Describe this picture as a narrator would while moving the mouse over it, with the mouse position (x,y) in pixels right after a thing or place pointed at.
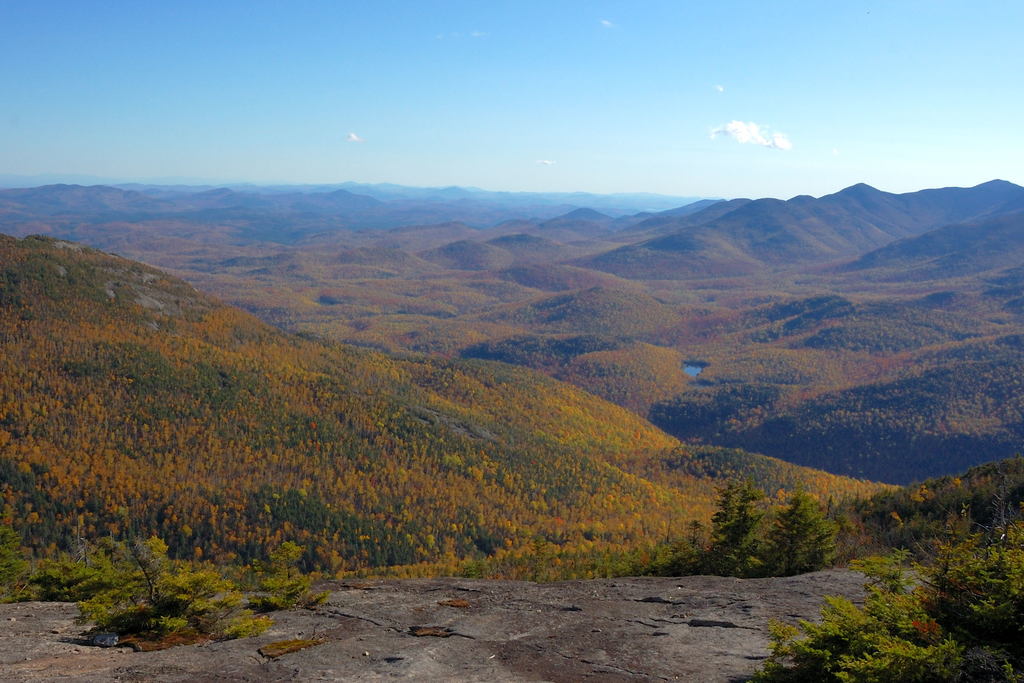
In this image we can see group of trees (984,589), mountains (951,285), water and in the background (903,150) we can see sky (504,156).
